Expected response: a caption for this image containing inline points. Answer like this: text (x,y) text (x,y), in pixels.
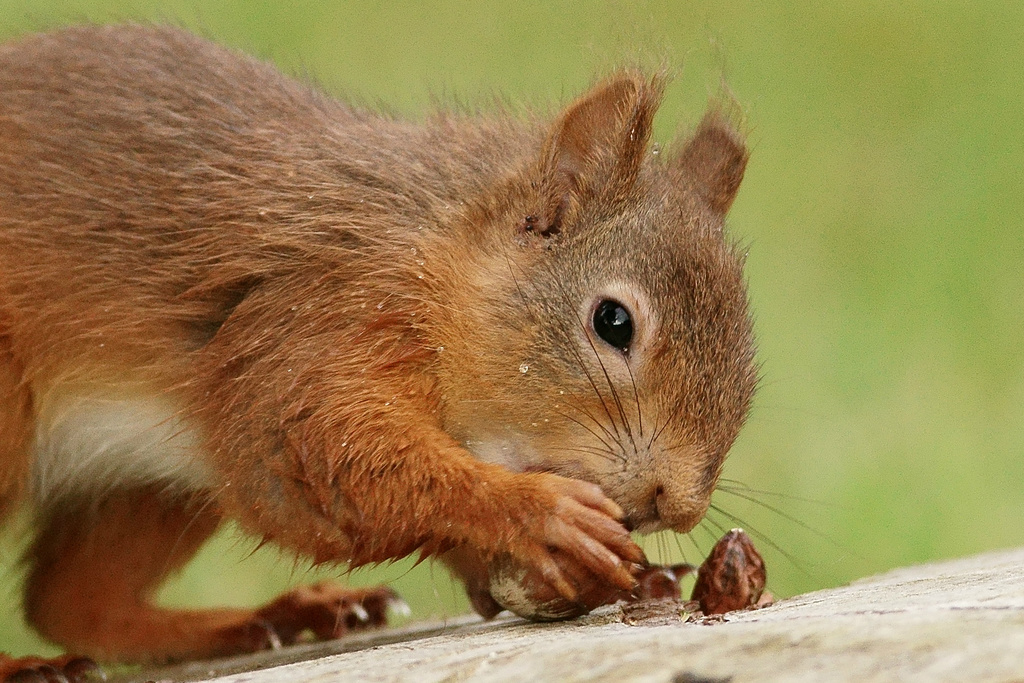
In this image we can see a squirrel (367,404) holding something in the hand (608,575). In the background (890,230) it is blur.
